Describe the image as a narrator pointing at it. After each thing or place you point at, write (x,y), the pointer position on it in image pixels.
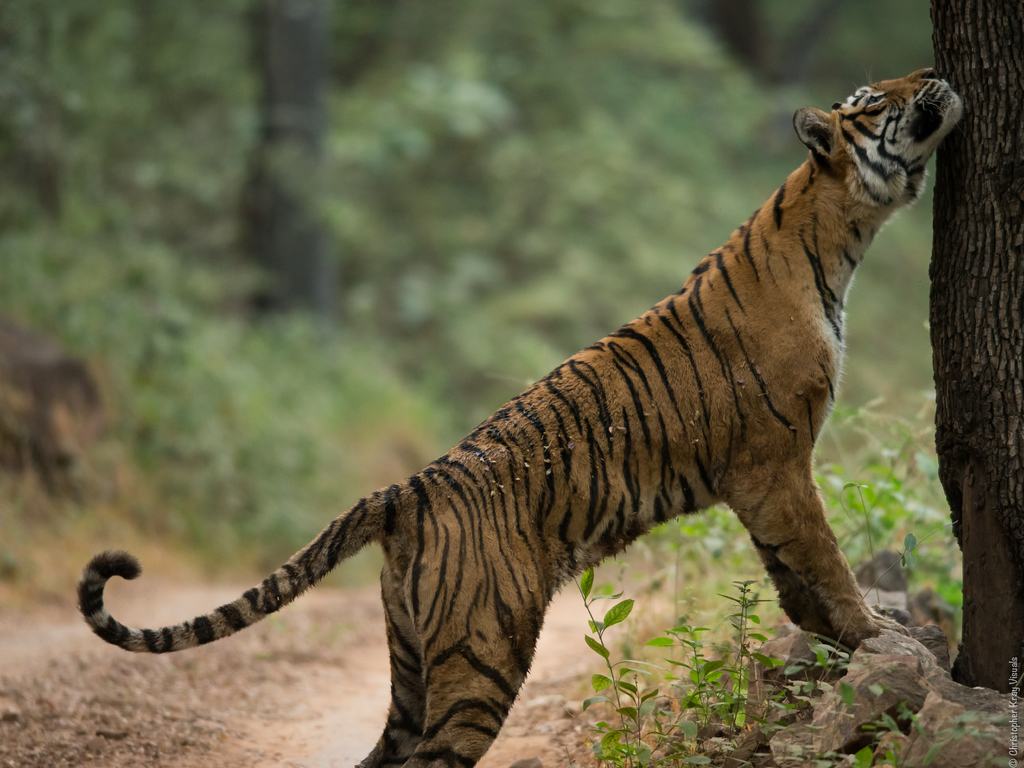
There is a tiger (805,418), stones (911,761) and plants (896,491). There is a tree trunk (952,294) at the right (975,75). The background (239,392) is blurred.
